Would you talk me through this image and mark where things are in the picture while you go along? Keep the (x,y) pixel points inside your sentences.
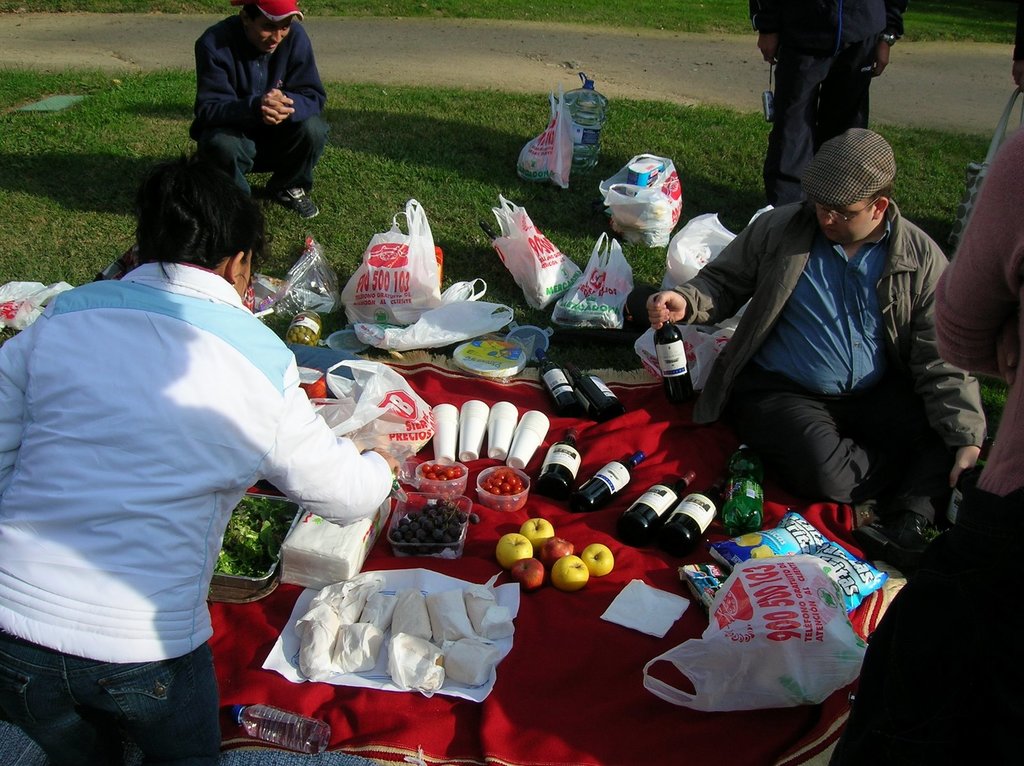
In the center of the image (679,426) we can see a cloth (565,711). On cloth (514,726) we can see the bottles (554,444), glasses (447,423), fruits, bowls (515,503) which contains fruits (430,525), vegetables (435,470), food packets (435,612), covers (327,313). Beside that we can see some persons (189,477) are sitting. In the background of the image (99,25) we can see the ground (457,135), some persons (839,38) are standing, road (448,59), grass (125,197).
